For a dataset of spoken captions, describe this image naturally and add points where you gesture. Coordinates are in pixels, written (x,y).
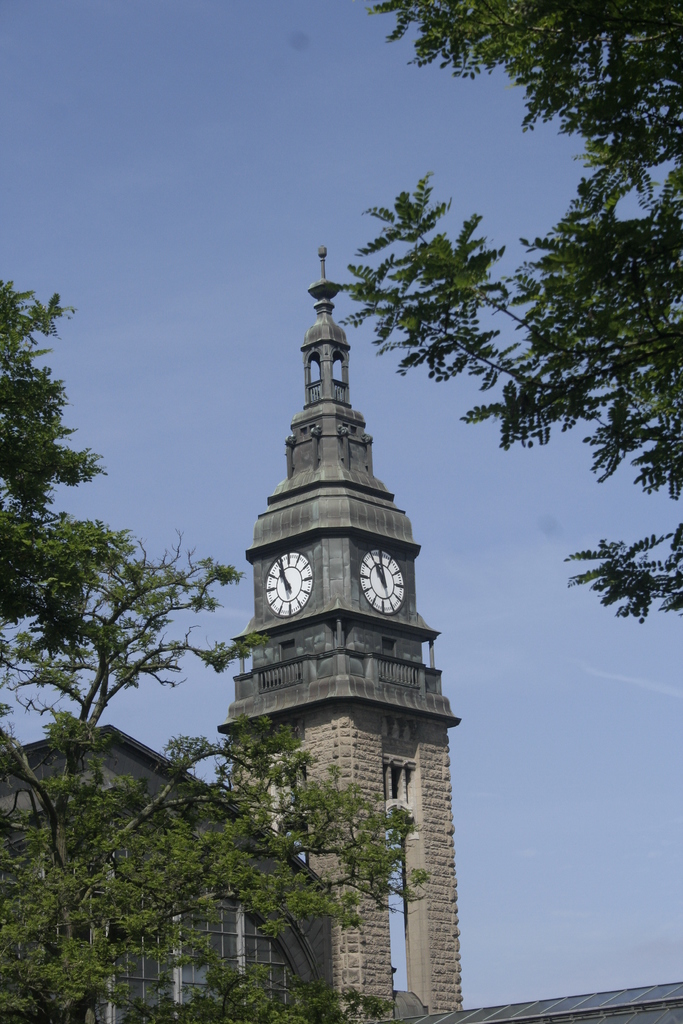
In this image there is a tree (592,215) towards the right of the image (663,406), there is a tree (41,837) towards the left of the image (13,791), there are buildings (302,919) towards the bottom of the image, there is a tower (315,778) towards the bottom of the image (379,750), there are clocks (385,583) on the tower (351,604), at the background of the image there is the sky (249,437).
